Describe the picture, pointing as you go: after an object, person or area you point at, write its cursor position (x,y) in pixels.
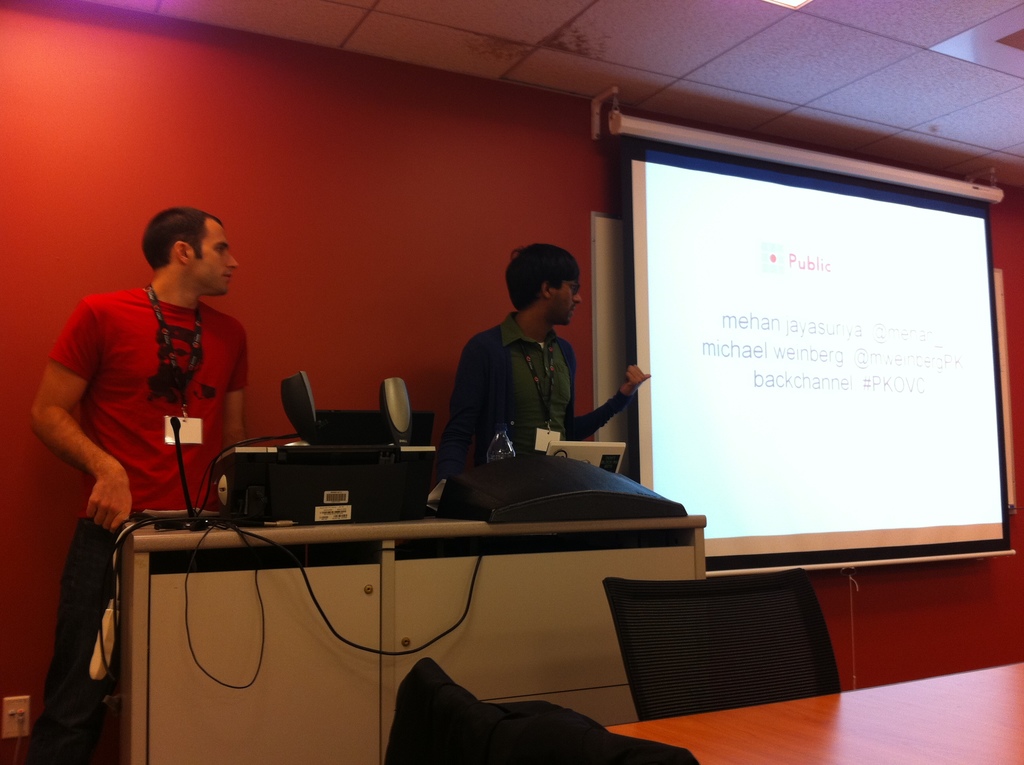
In this image, we can see two people (125,467) are standing near the table (496,623). So many items (180,519) are placed on it. At the bottom (693,689), we can see a wooden table (820,724), few black chairs (720,655). Background (442,289) we can see a wall (433,243), screen (855,415). Top of the image (732,113), there is a roof (681,67). Left side of the image (17,720), there is a switchboard (13,720).
